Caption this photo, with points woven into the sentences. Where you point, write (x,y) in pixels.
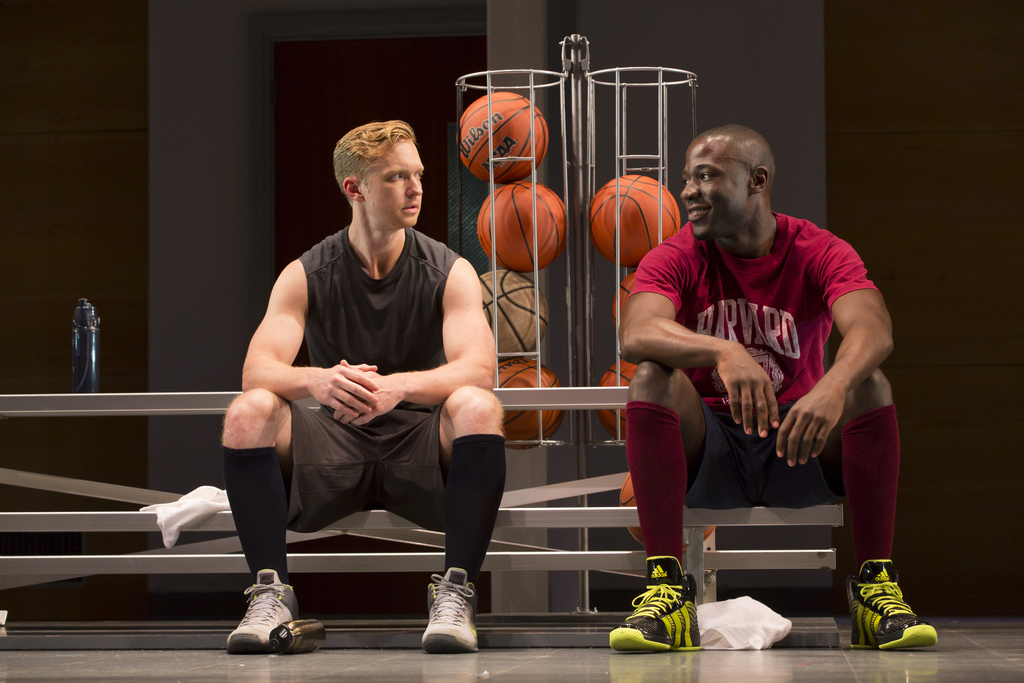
This picture shows the inner view of a building (135,148). Two men (332,307) sitting, some objects (747,604) are on the surface (117,680), one water bottle (96,383) on the surface (135,404), some balls (503,149) and one dark wall (960,161).
